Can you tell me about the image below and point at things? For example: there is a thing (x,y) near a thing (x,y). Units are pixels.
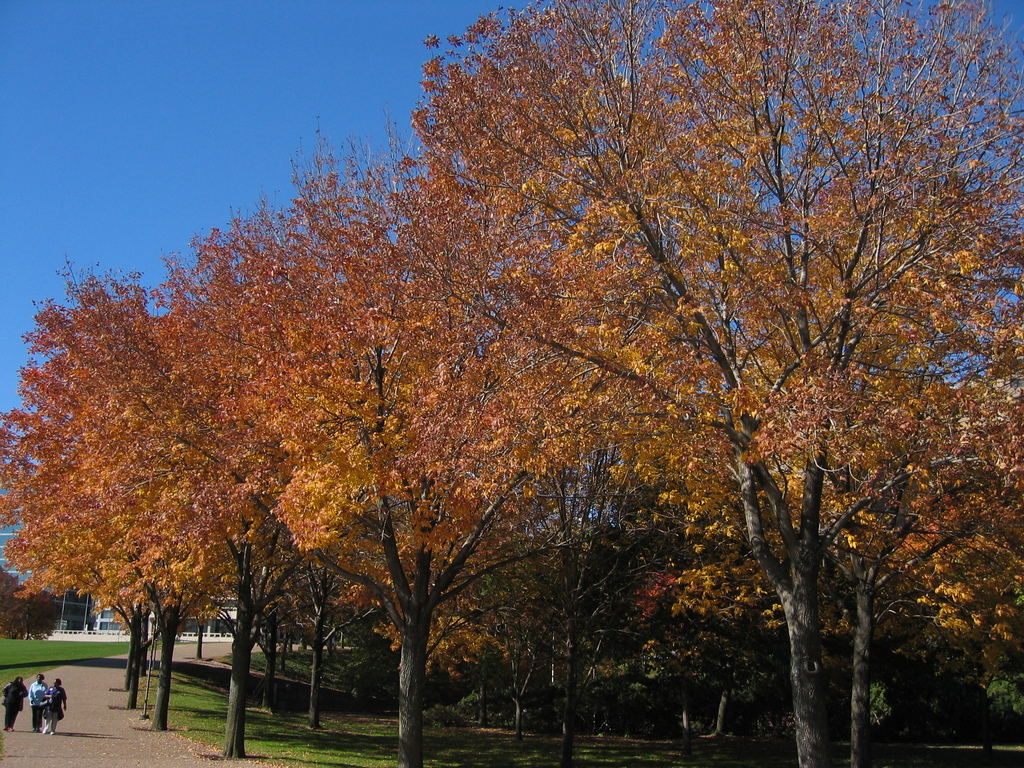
This picture is clicked outside the city. Here, we see three women (56,708) are walking on the road (50,742). Beside them, there are many trees (313,646) and in the background (97,620), we see buildings (72,614). At the top of the picture (209,130), we see the sky (87,114), which is blue in color.
